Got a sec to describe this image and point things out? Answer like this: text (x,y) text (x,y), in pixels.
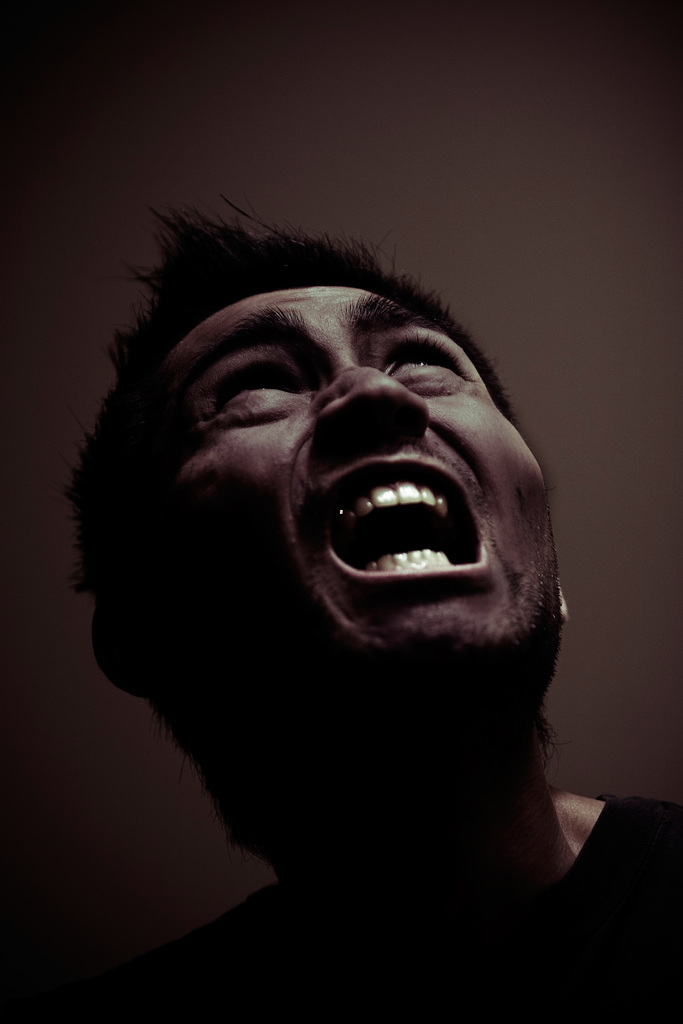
In the image we can see there is a person (390,646) and the image is in black and white colour.
